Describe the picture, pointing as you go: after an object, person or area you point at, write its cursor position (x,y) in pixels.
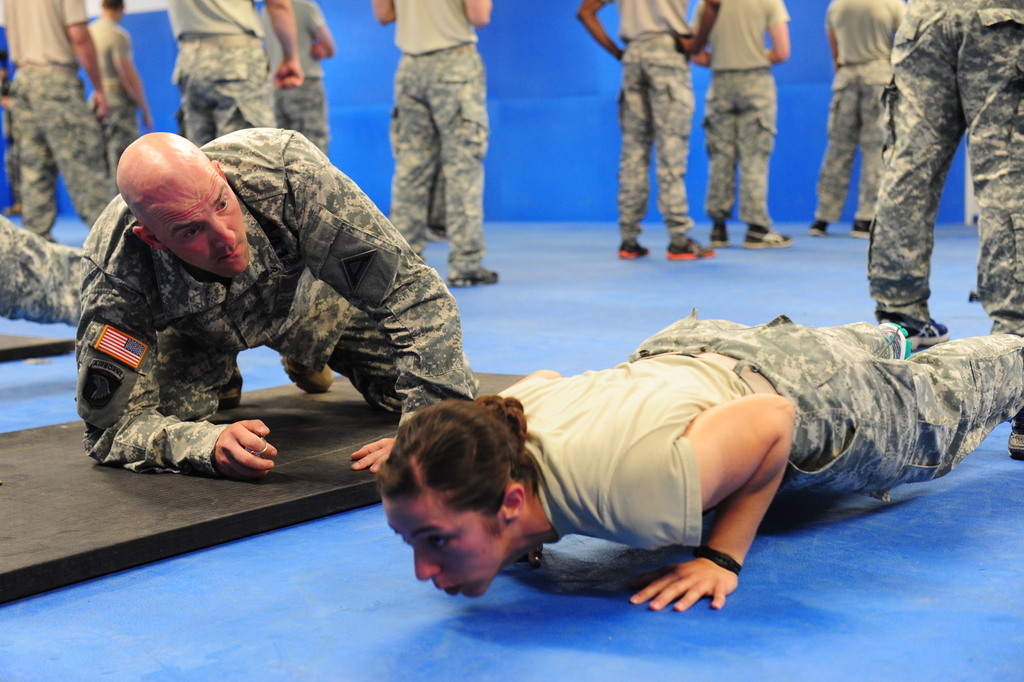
In the center of the image (520,404) there is a woman (740,414) lying on the floor (610,667). Beside her there is a person (363,333) on the black color surface (158,532). In the background of the image (436,163) there are people (426,166) standing in queue. At the bottom of the image (561,610) there is a blue color surface (448,641).
